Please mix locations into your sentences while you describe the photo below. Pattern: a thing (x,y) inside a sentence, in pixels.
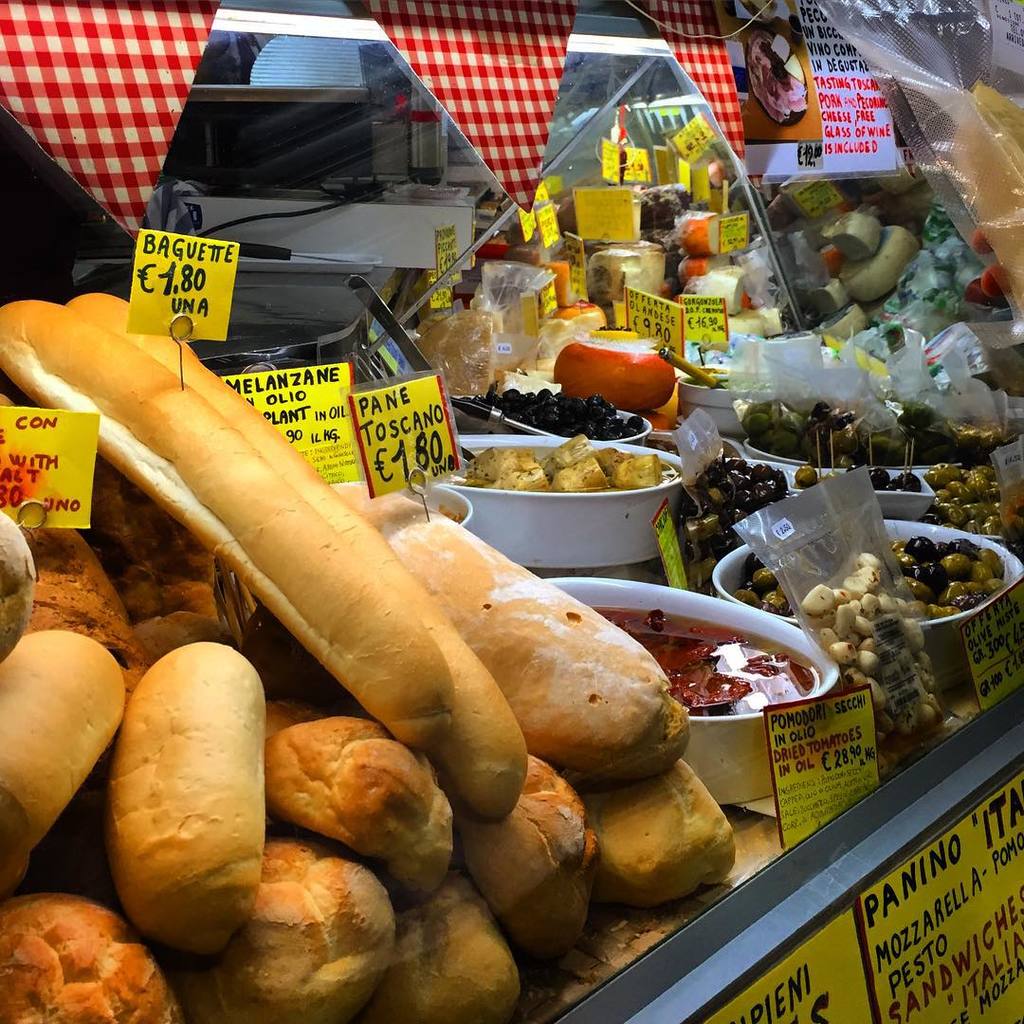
In this image in the center (638,563) there is one table (787,867) on the table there are some rolls (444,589), breads (368,699) and some bowls (685,601). In the bowls (618,595) we could see some olives (903,588) and also there are some boards (302,445), on the top of the image (433,25) there are three flags (722,107) and two boards (790,153). And in the background (278,259) there are some machines (380,237) and wires (253,217).
